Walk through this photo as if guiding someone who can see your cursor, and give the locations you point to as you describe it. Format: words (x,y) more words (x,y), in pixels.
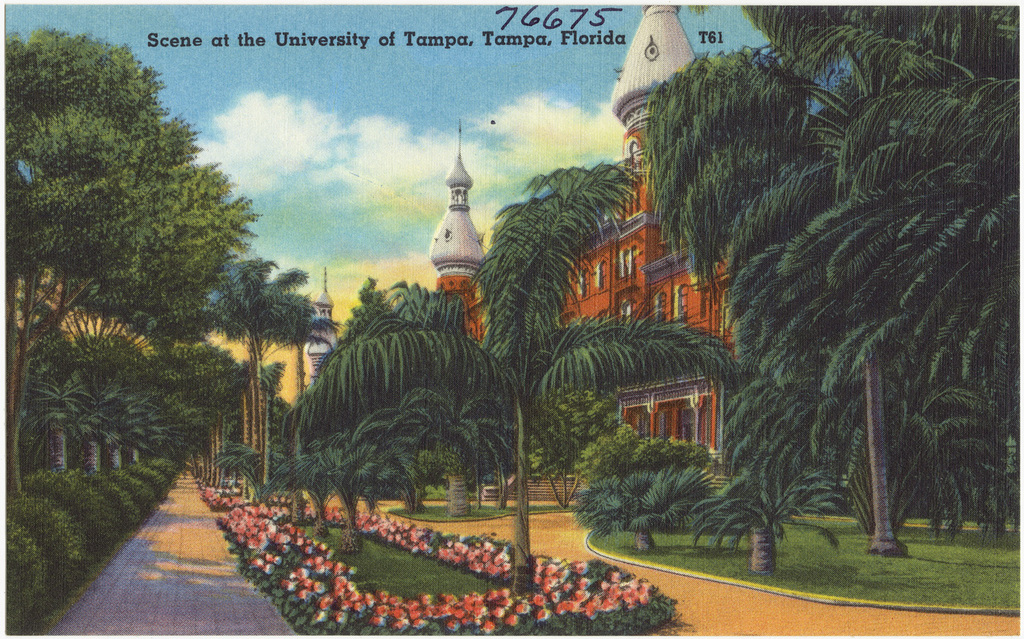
In this picture there is a poster (969,264). On the poster (149,260) we can see trees (614,440) and buildings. At the bottom (345,570) we can see flowers (404,618) on the plants (358,592). On the right (894,580) there is grass (930,564). On the top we can see the buildings name (151,42). In the top left (203,71) there is a sky (378,62) and clouds (264,105).
